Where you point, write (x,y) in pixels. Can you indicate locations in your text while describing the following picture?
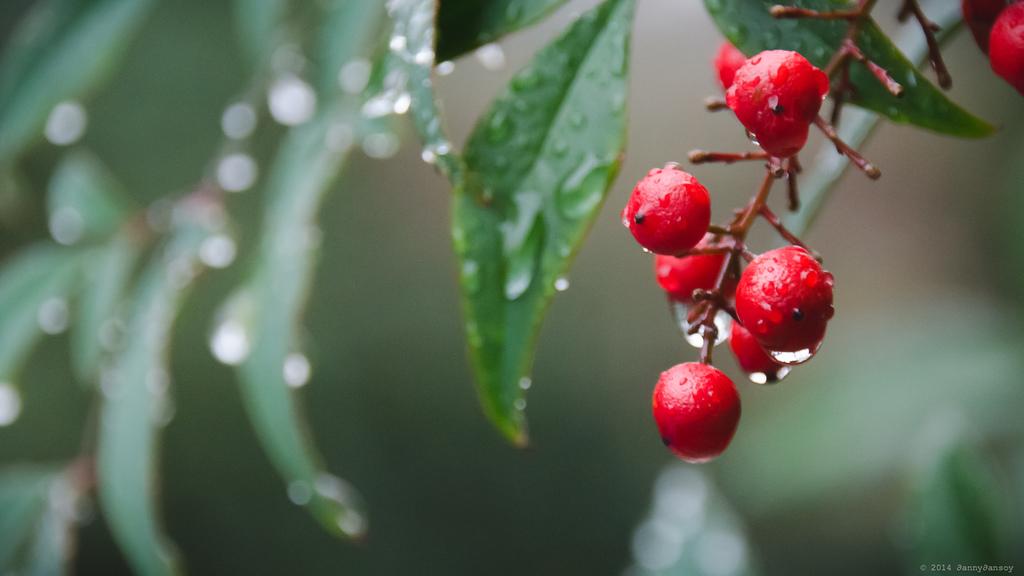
In this image there are berries (688,207) in the middle (672,282). In the background (242,194) there are green leaves (457,209) on which there are droplets (525,197) of water (514,284).
